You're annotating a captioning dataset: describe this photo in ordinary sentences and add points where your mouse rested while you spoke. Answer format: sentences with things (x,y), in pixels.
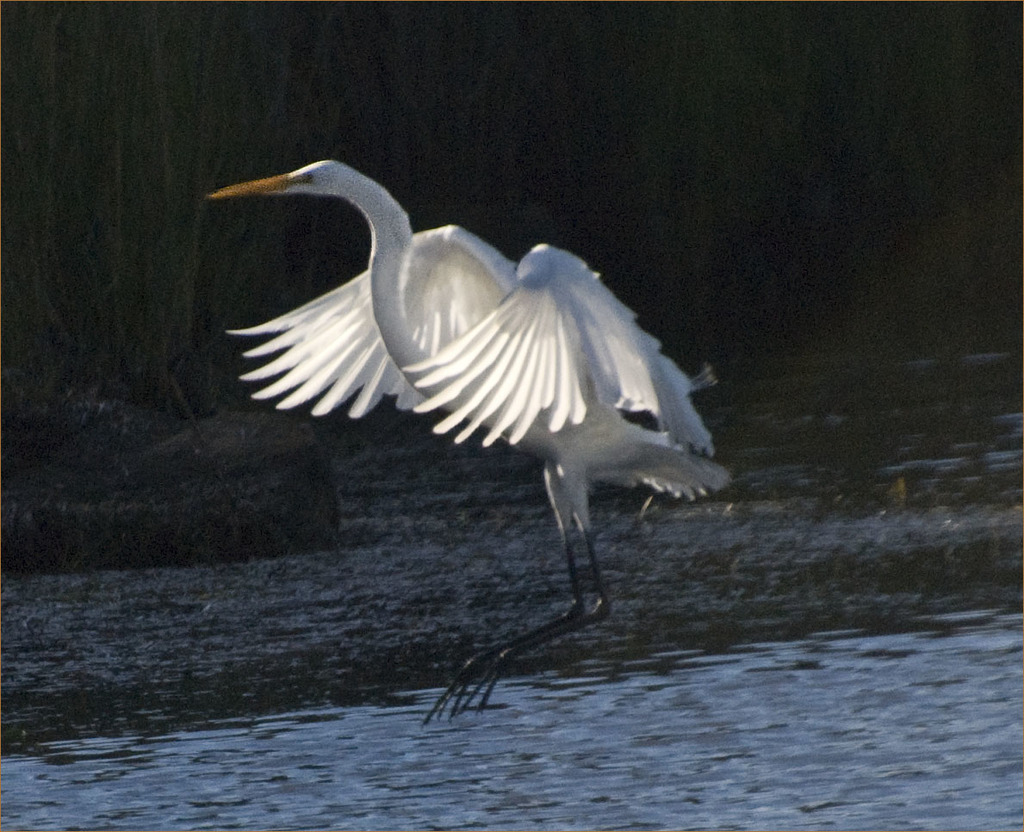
In this image there is a crane (559,490), at the bottom (313,759) there is water (899,518), in the background (77,112) it is dark.
